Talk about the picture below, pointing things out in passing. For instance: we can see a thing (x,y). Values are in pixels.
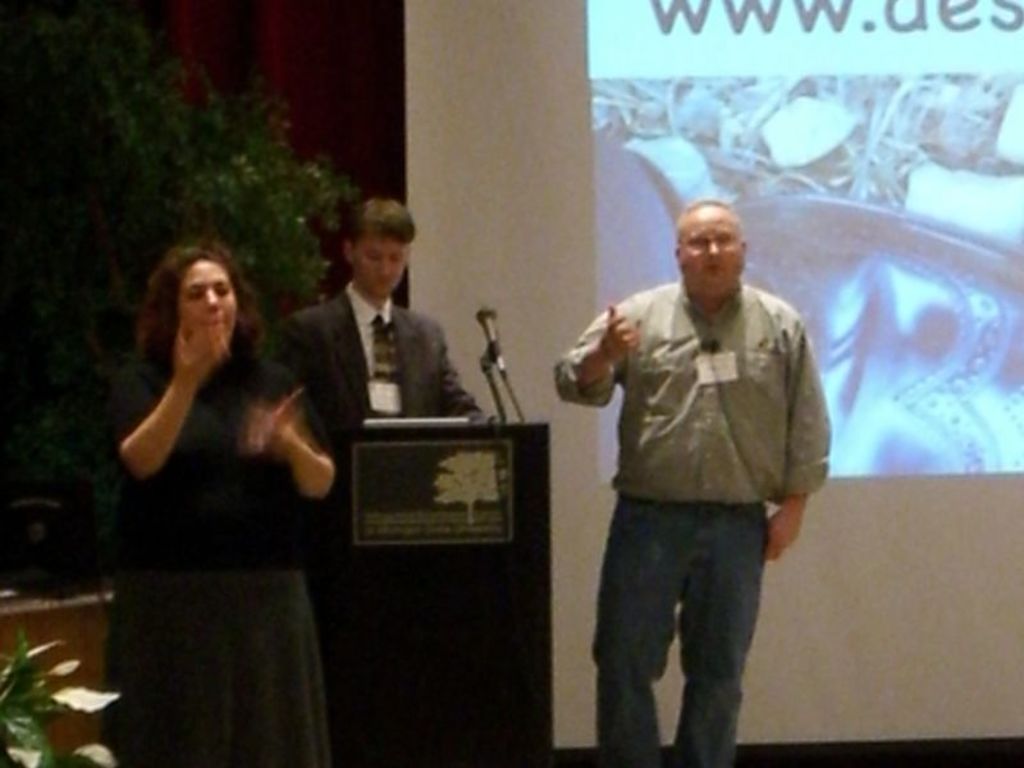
In this image there are two persons (664,618) standing on the stage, behind them there is another person (391,368) standing in front of the dais (489,472). In the background (267,153) there is a tree (191,143) and a screen (545,125).
